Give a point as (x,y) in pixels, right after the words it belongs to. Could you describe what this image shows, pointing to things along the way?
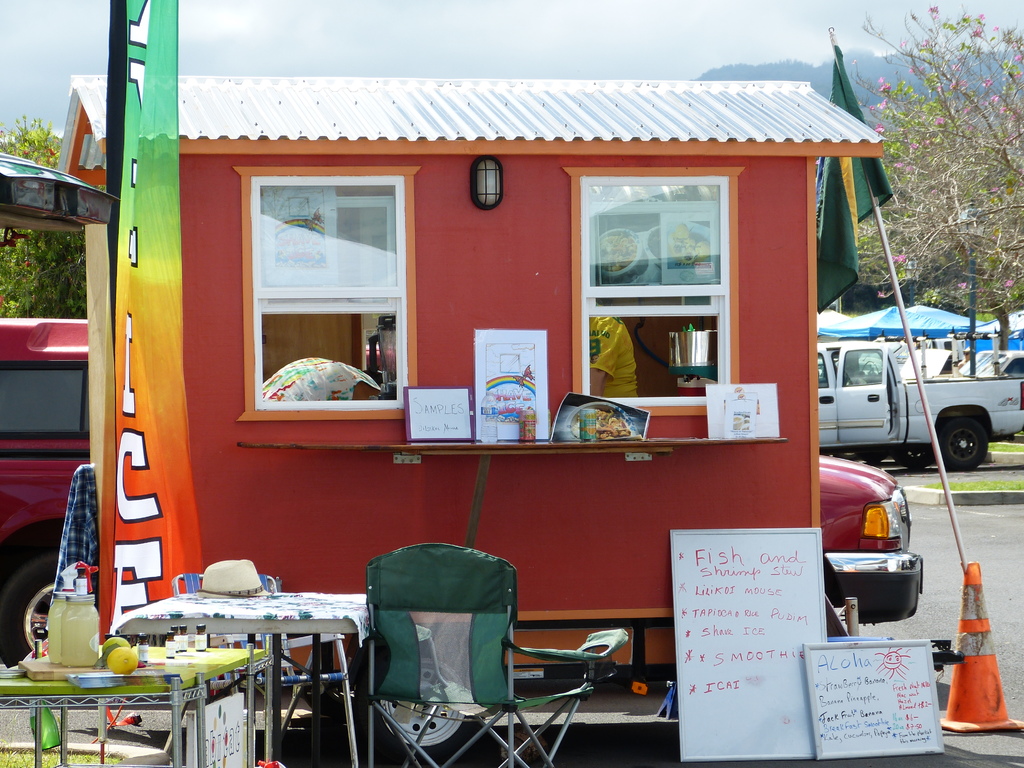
This is a small room (422,300) with two windows (658,215) and a light (487,191) on it. There are two persons (278,378) in the room (199,358). In the front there are tables (326,623), chairs (437,678) and boards (754,677). On the table (105,688) there are fruits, hat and jars (87,609). In the background (35,572) there are vehicles (52,335), trees (951,172), sky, hoarding (124,592) and a flag (864,180).
